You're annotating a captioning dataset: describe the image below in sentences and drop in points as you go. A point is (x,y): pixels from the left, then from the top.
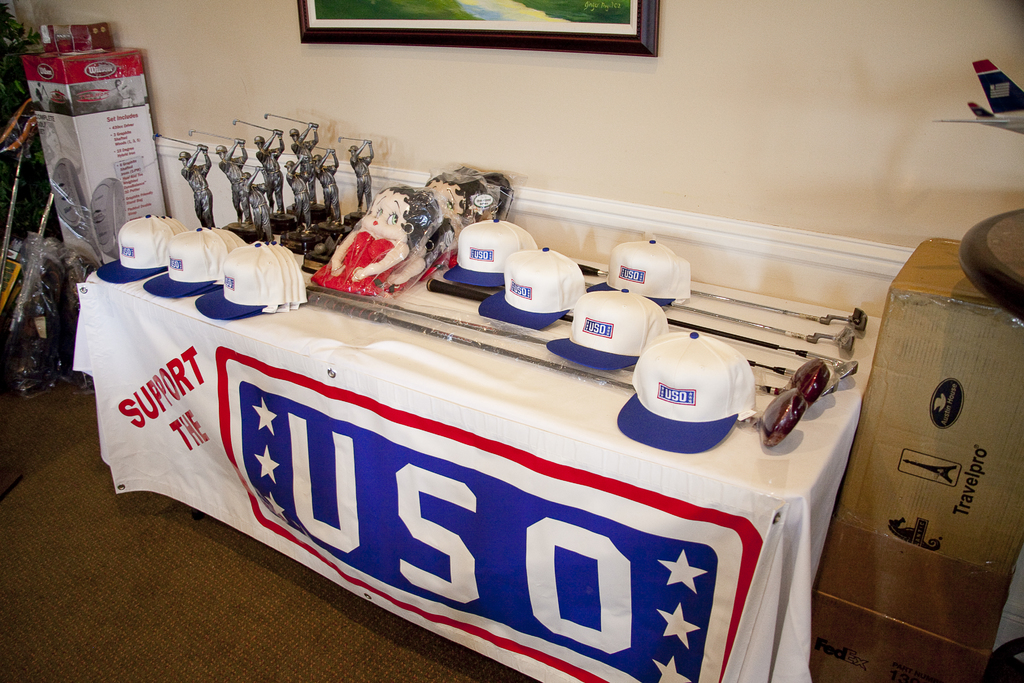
In this image we can see a table (199,384) on which there is white color and there are some golf clubs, caps (268,261), dolls (402,203), there are some golf statues (267,221), there are some cardboard boxes (87,206) on left (34,67) and right side of the image (922,325) and in the background of the image (534,58) there is a painting (580,4) attached to the wall (658,96).
